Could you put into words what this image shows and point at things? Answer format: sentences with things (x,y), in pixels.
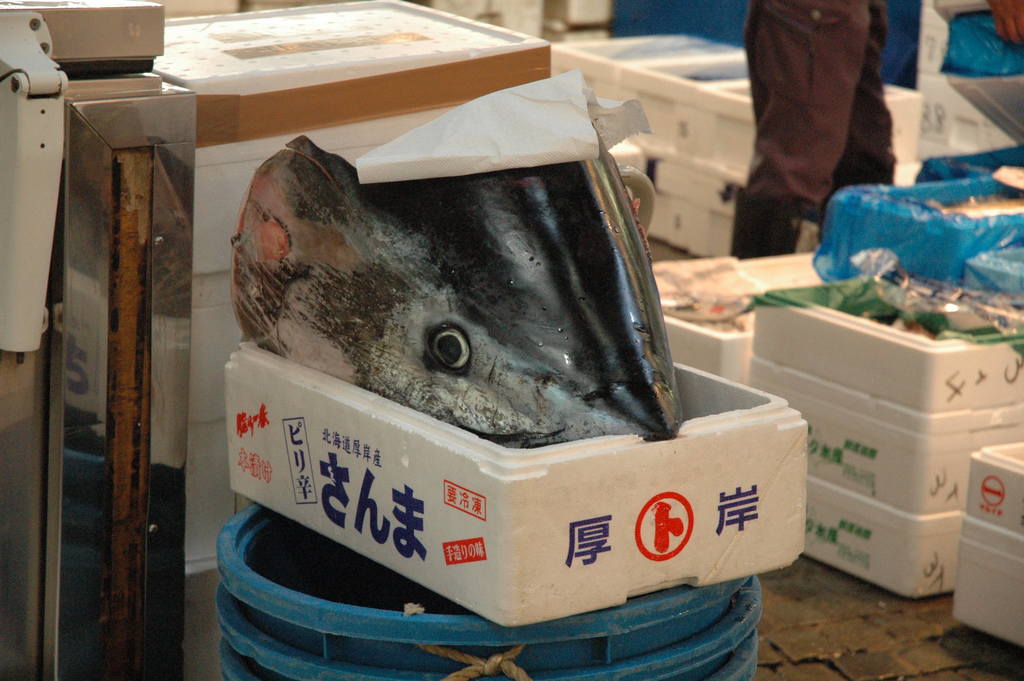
This image is taken indoors. At the bottom of the image (819,637) there is a floor (837,636). In the middle of the image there is a bucket (340,627). There is a fish head (409,254) in the thermocol box (294,439). In the background (666,90) there are many boxes (694,233) on the floor (820,645). A person (805,157) is standing. On the left side of the image (48,442) there is a table (60,495).
